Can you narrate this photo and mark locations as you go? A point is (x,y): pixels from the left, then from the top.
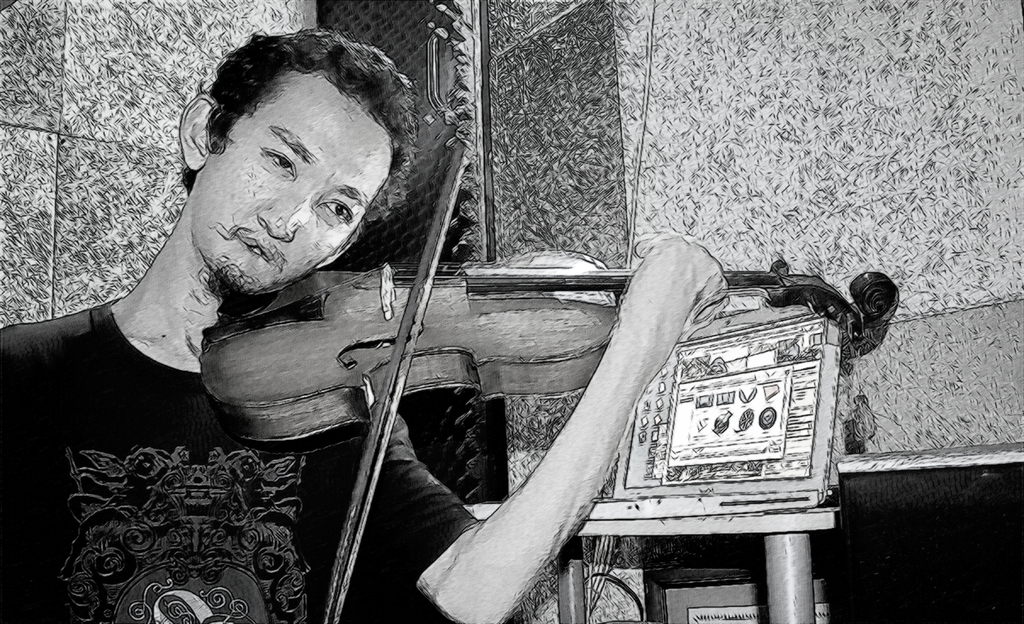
This image looks like a painting, in which I can see a person (392,508) is playing a musical instrument (589,300). In the background (474,449), I can see some objects (764,445) and a wall (883,52).
